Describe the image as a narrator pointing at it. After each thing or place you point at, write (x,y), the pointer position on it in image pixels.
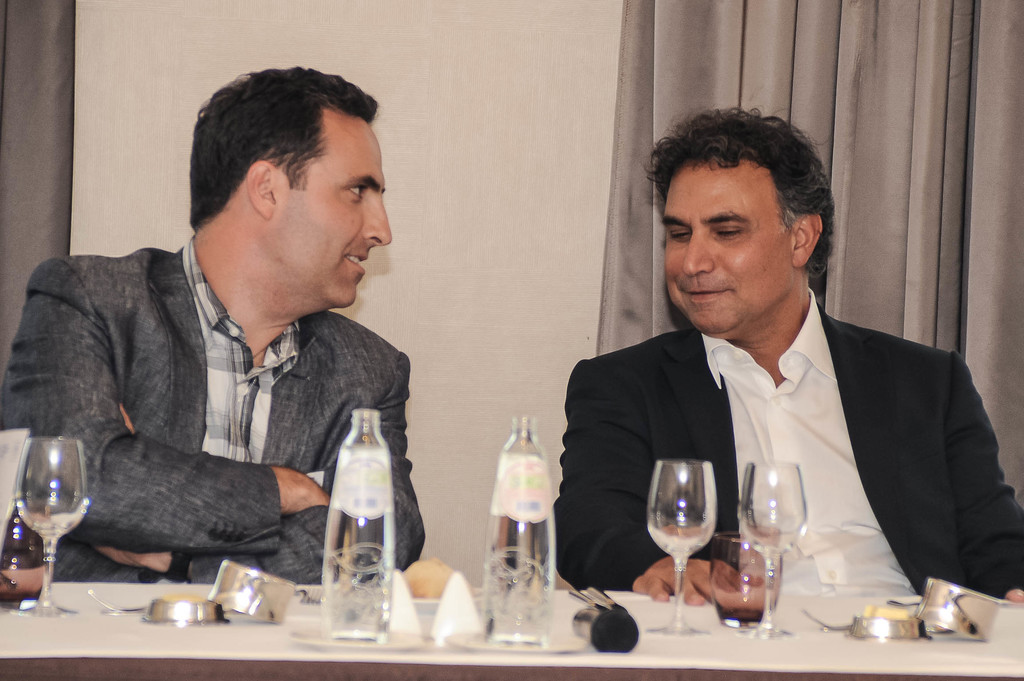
In this image I can see two persons (871,476) sitting and I can see few glasses (776,566), bottles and few objects (874,634) on the table (796,653). In the background (867,134) I can see the curtain (719,9) in gray color and the wall (482,202) is in cream color.
